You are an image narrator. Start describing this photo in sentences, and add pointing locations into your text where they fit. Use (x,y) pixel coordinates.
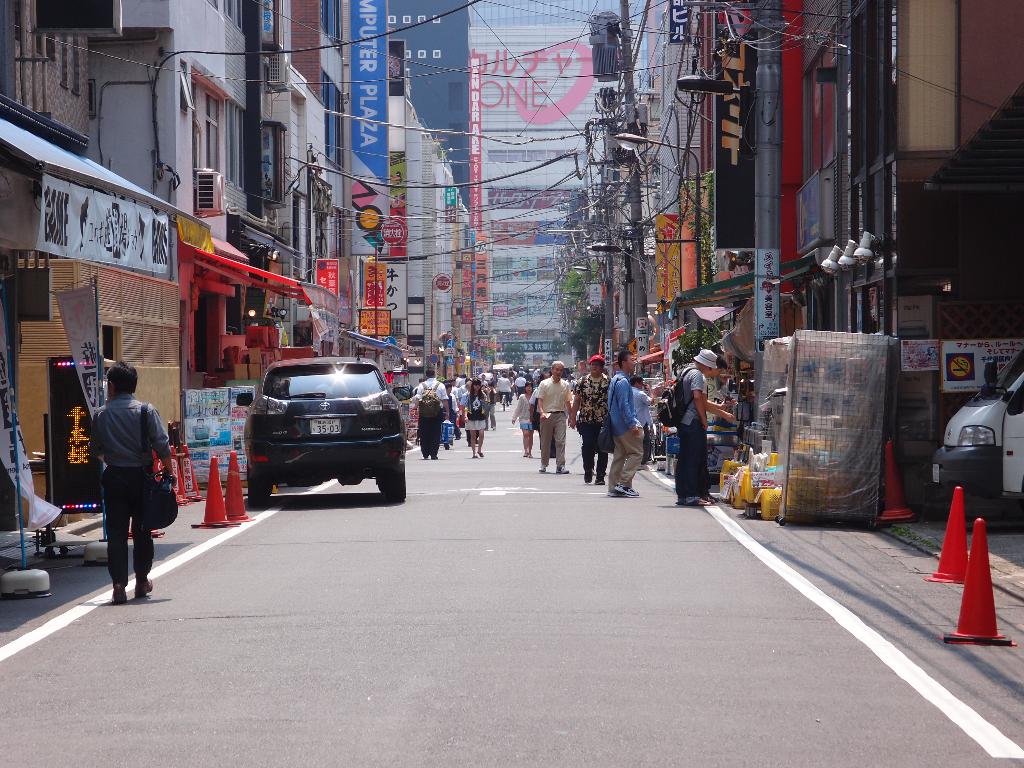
In this image I can see few buildings (236,145), windows (237,139), few stores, traffic-cones (210,481), vehicles (287,472), few colorful boards (366,306), current poles (611,303), light poles (763,69), wires (749,41), few people (424,375) are walking and few people (448,412) are standing. Few people (446,393) are wearing bags (445,426) and few objects (771,463) on the road (799,595).
